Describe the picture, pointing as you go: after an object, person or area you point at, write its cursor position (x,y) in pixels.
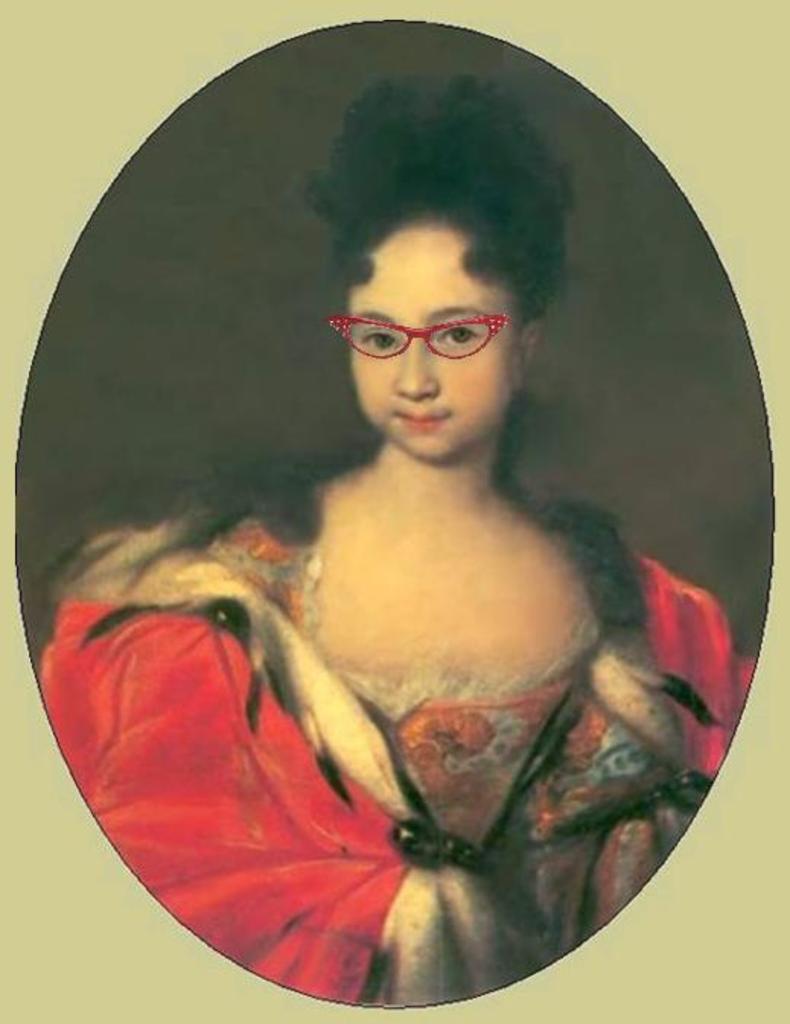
This is the picture of a girl (443,702). She is in red color dress (205,770). She wore red color spectacles (360,340). And she has short and black hair (453,150).
